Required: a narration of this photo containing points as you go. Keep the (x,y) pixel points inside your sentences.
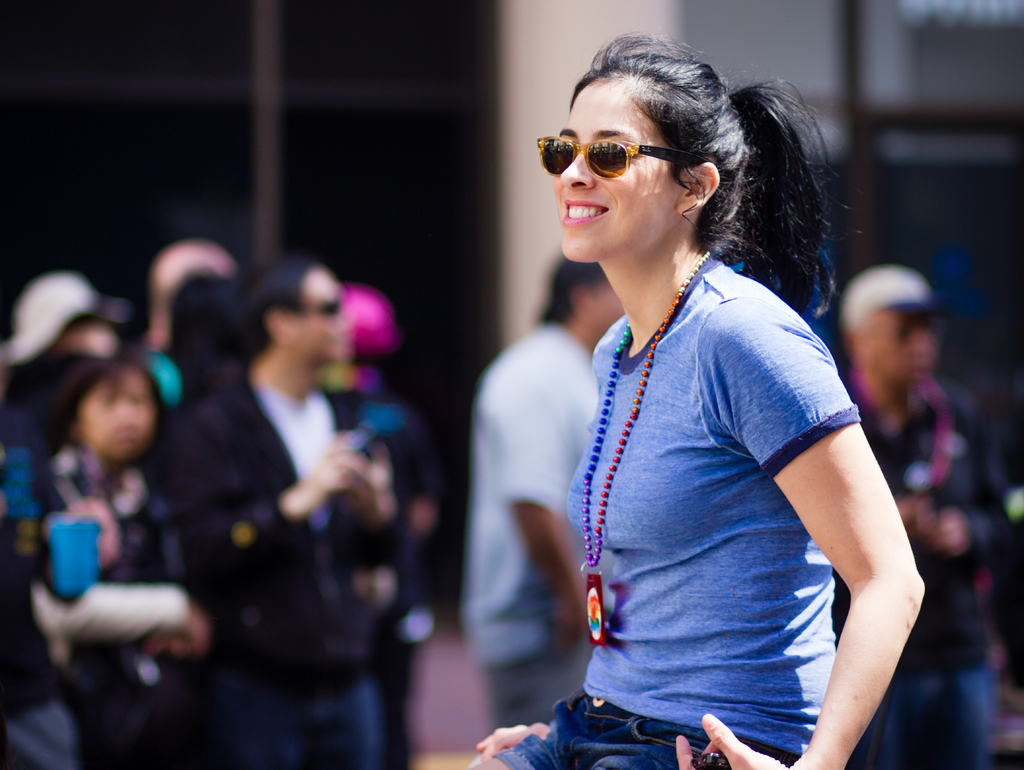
In the middle of the image (678,379) there is a lady (634,197) with a blue t-shirt (709,323) is smiling and there are goggles (629,156). Behind her there are few people (534,373) standing. And also there is a pillar (553,72) and glass doors (215,83).
